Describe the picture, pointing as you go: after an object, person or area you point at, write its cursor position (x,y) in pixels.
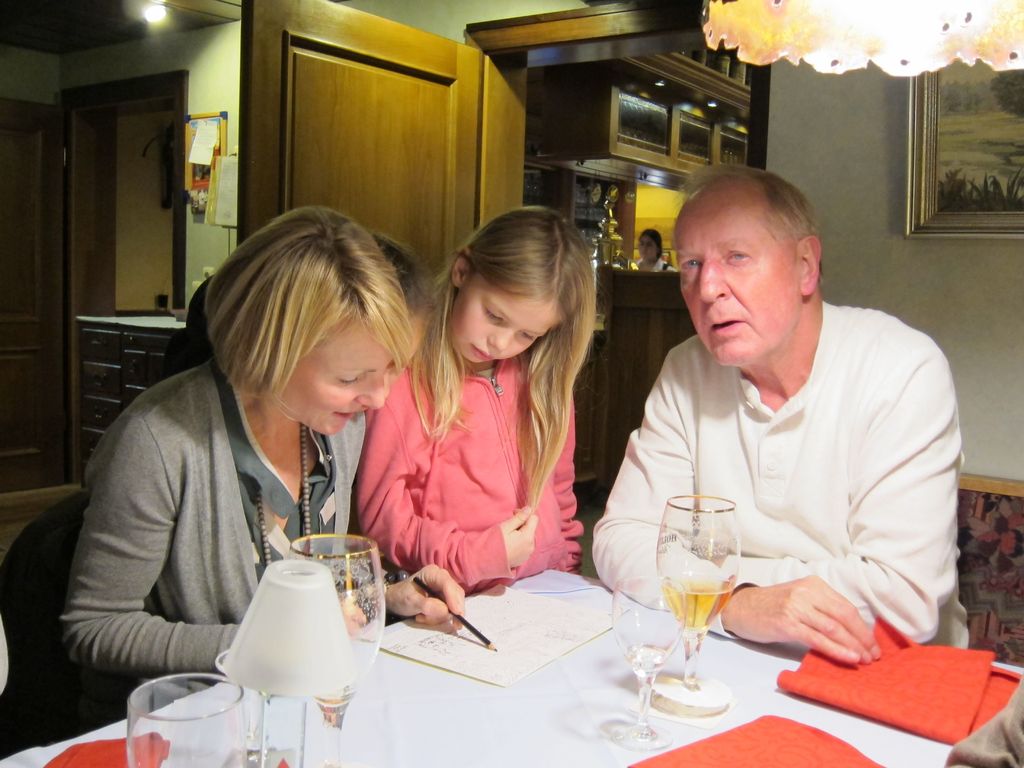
In the left side (280,294) a beautiful woman (286,526) is sitting on the chair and pointing her finger (453,599) with a pencil (461,620). There are wine glasses (201,744) on this table (615,672) beside her, there is a cute girl (515,425), she wore a pink color sweater (503,463) and in the right side of an image (763,602) a man (646,403) is sitting. He wore a white color dress (946,448), behind him it's a wall (972,300).
